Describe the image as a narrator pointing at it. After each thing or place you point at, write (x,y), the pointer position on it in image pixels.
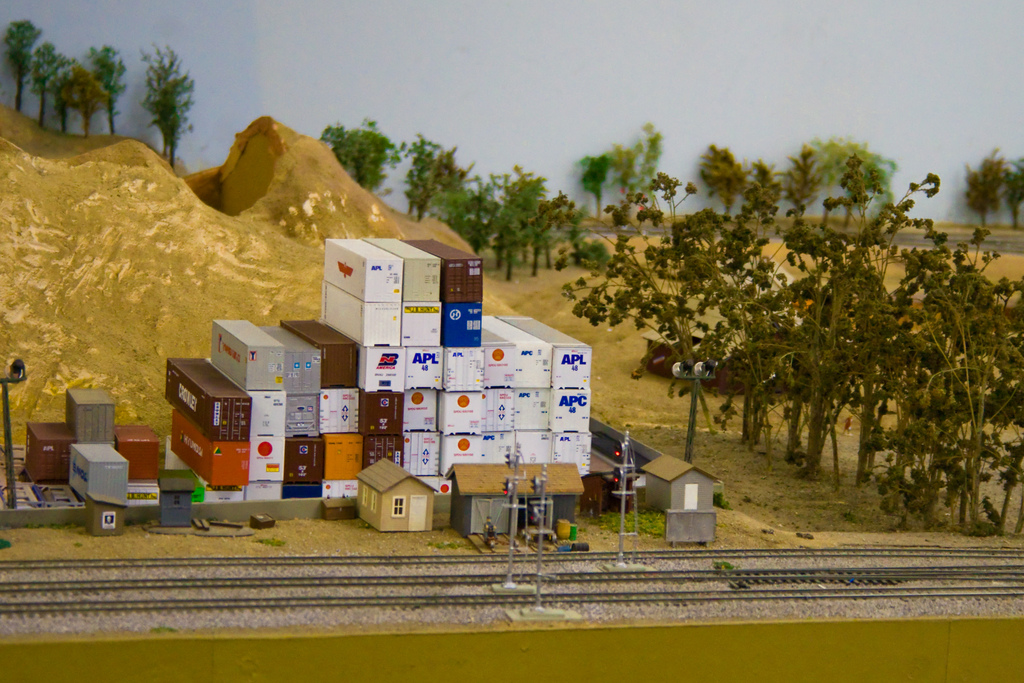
In this image it looks like a miniature world (447,337) in which there is a railway track (700,601) at the bottom (753,597). Beside the railway track (753,597) there are truck carriage (425,335) which are kept one above the other. On the right side (836,295) there are trees (857,329). In the background (191,218) there are hills (207,209). In the middle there is a signal light (633,469) in between both the tracks (613,553).
